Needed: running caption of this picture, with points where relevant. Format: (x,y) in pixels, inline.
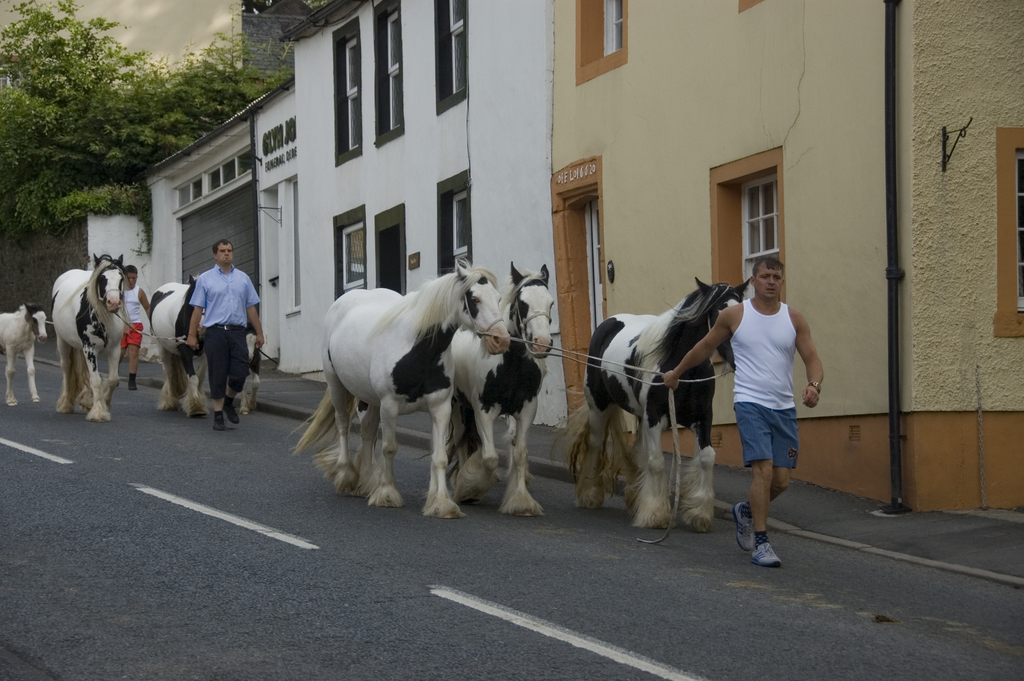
in this image i can see a wall (616,99) and there is a window (616,62) and there is a pipe line (888,118). there are the persons (744,379) walking on the road (335,516) and wearing a white color banyan (741,357) and another person (215,339) wearing a blue color shirt (215,289) he holding a rope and rope (139,328) is connected to the horse (76,304). back side of the image there is a tree (82,133), building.
